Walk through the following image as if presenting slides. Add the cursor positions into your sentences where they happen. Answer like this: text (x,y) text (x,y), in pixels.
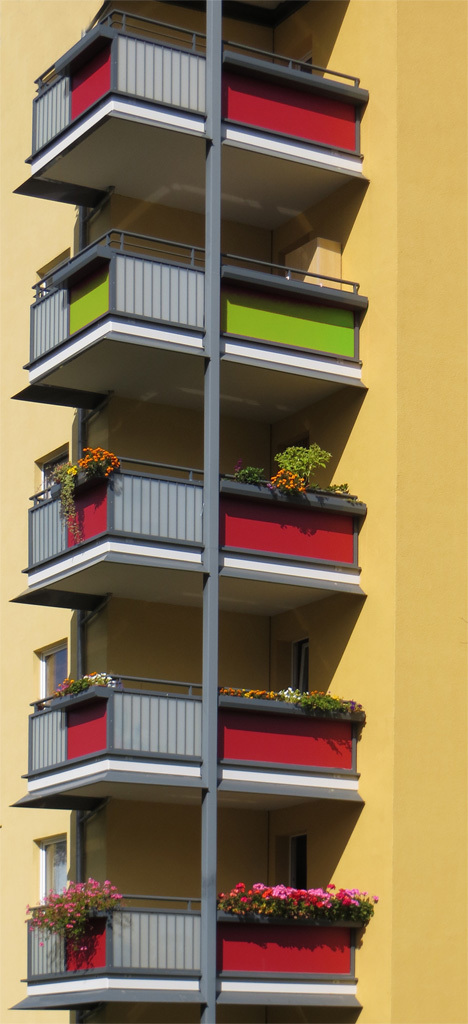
In this image there is a building (295,441) and in the front (250,473) there are flowers (308,892) which are visible.
